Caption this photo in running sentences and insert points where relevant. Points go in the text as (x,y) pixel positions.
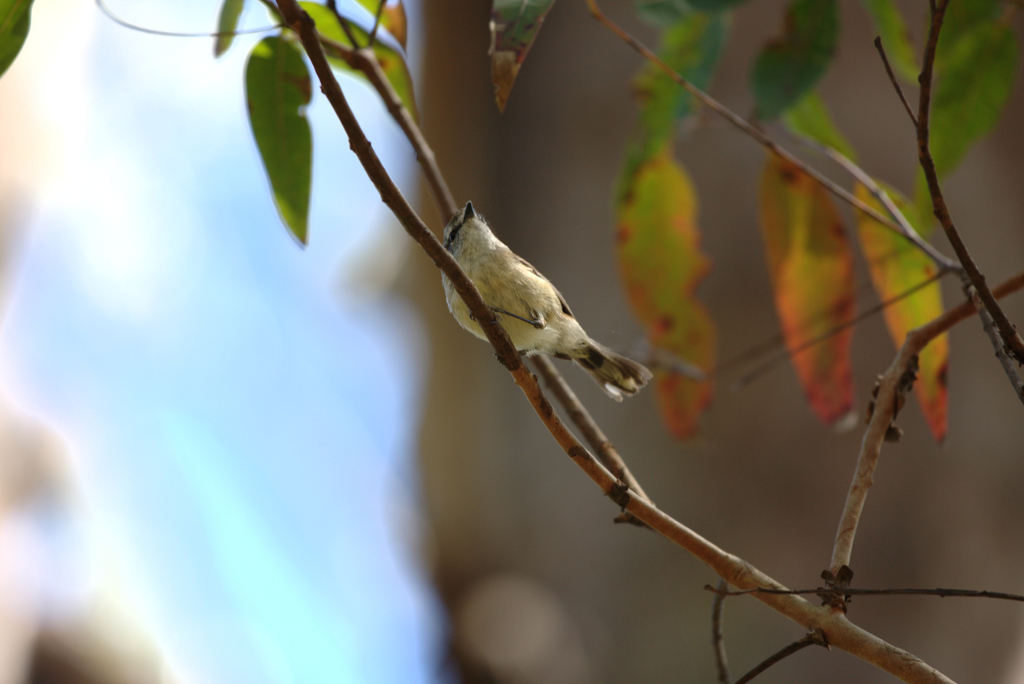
In this picture I can see a bird (514,332) standing on the stem (523,362), there are leaves (888,8), and there is blur background (428,507).
